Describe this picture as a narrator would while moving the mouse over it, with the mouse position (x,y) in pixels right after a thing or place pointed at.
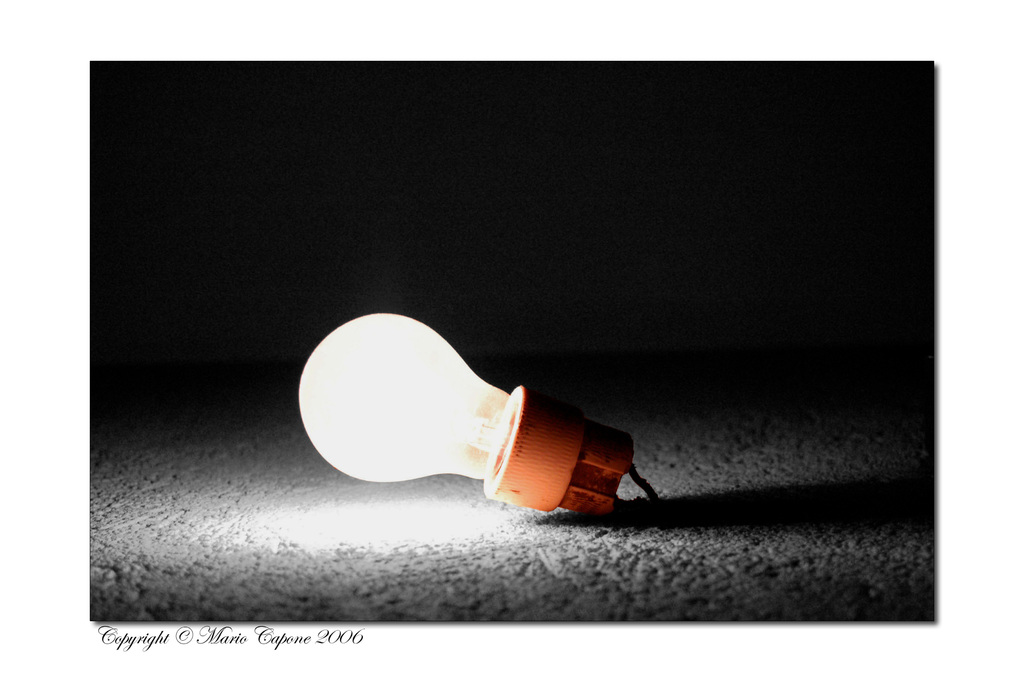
Here there is bulb (440,429) in the ground (408,565).
